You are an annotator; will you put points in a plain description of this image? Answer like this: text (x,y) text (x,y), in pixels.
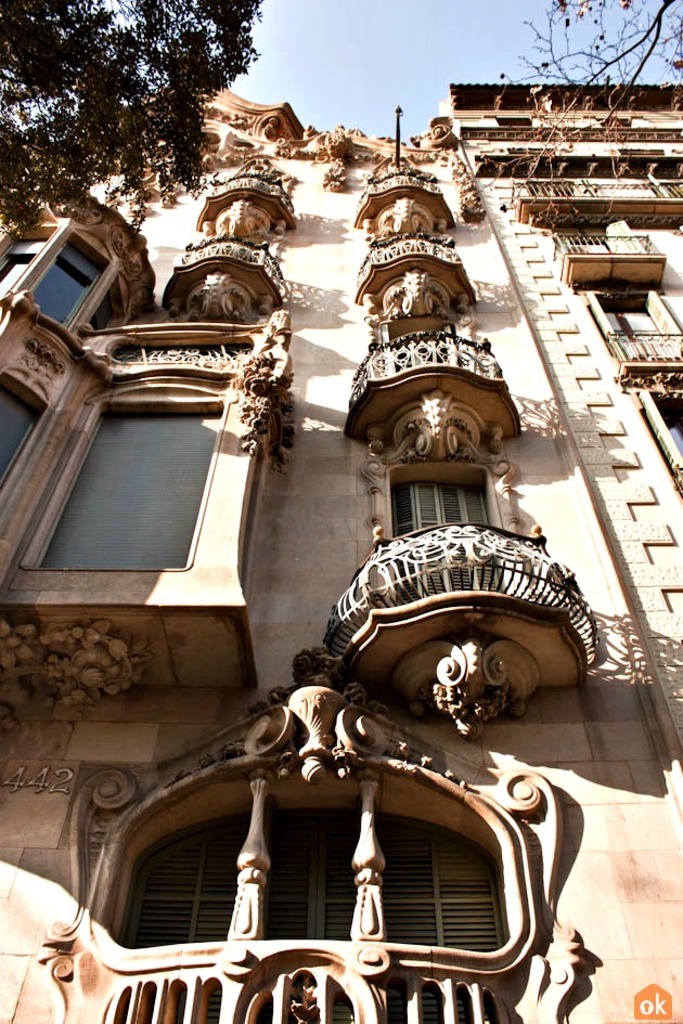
In the given image i can see a heritage building (360,423) included with windows (65,302), trees (25,139) and in the background (372,95) i can see the sky (382,116).
